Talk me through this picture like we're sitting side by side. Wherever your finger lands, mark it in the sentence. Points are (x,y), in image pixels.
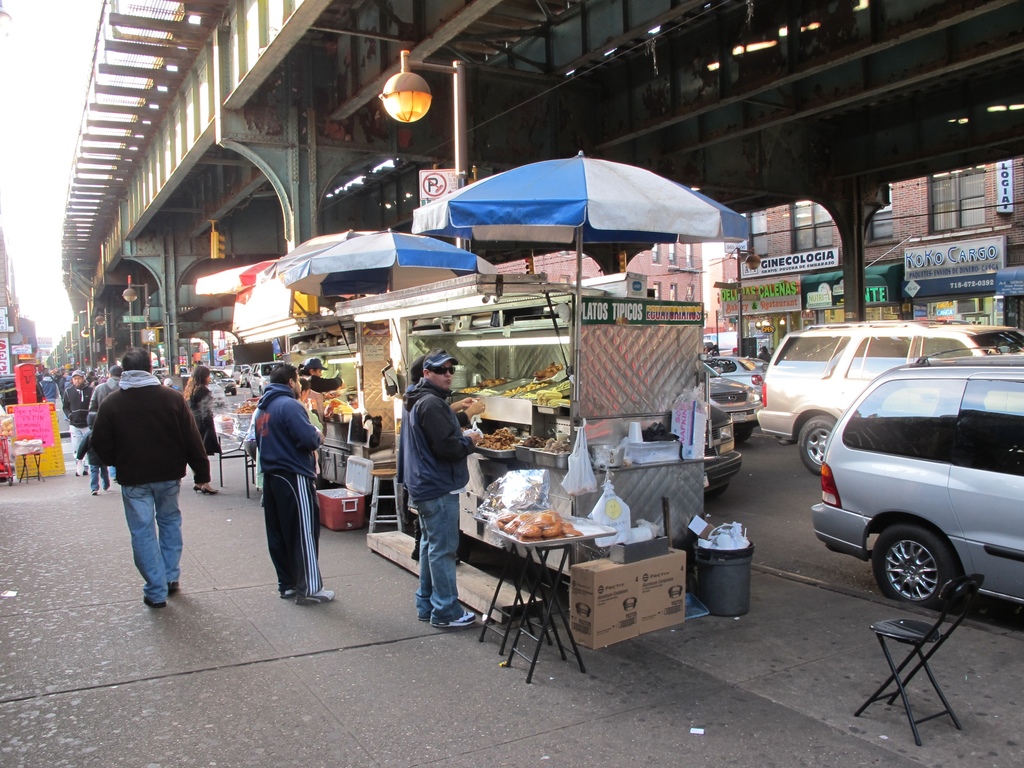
As we can see in the image there is a sky (50,123), bridge (204,69), street lamp (410,80), cars (872,404) on road (990,613), chairs (898,633) and table (528,549) and there are few people (447,490) standing on road (49,552).
